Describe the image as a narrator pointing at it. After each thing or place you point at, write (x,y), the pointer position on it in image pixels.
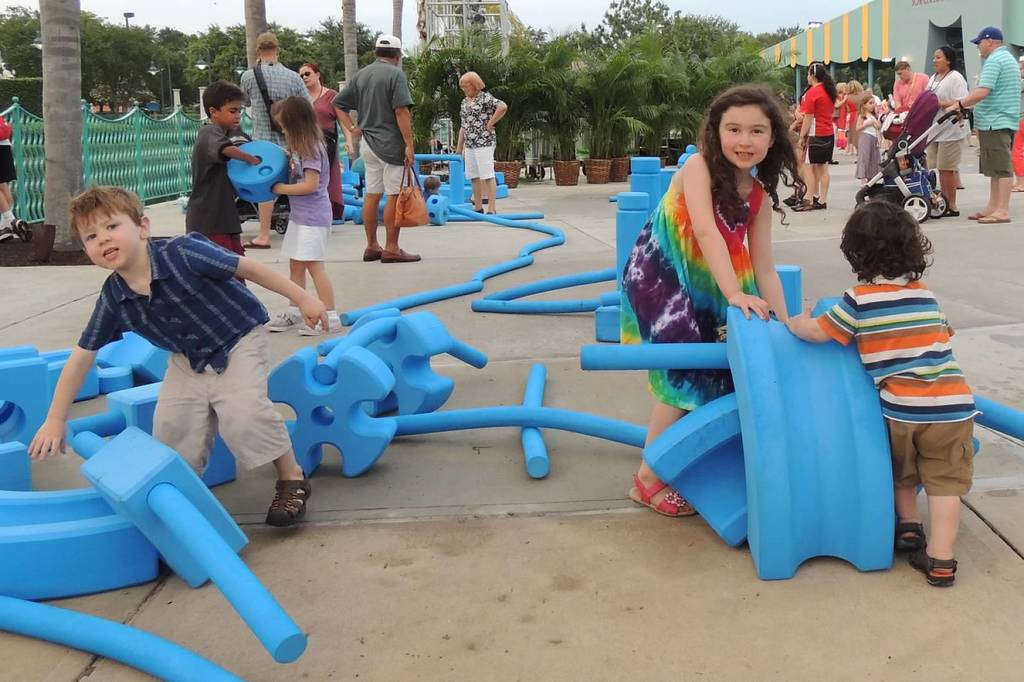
In this image we can see a group of people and children (204,362) standing on the ground (510,445). In that a girl (320,171) and a boy (192,225) are holding a toy (259,199), a person (370,174) holding a bag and the other is holding a baby carrier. We can also see some toys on the ground (469,338). On the backside (186,186) we can see a fence (186,186), street poles (161,75), the bark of the trees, some plants (652,124) in the pots (619,162), buildings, trees (412,95) and the sky (601,9).
